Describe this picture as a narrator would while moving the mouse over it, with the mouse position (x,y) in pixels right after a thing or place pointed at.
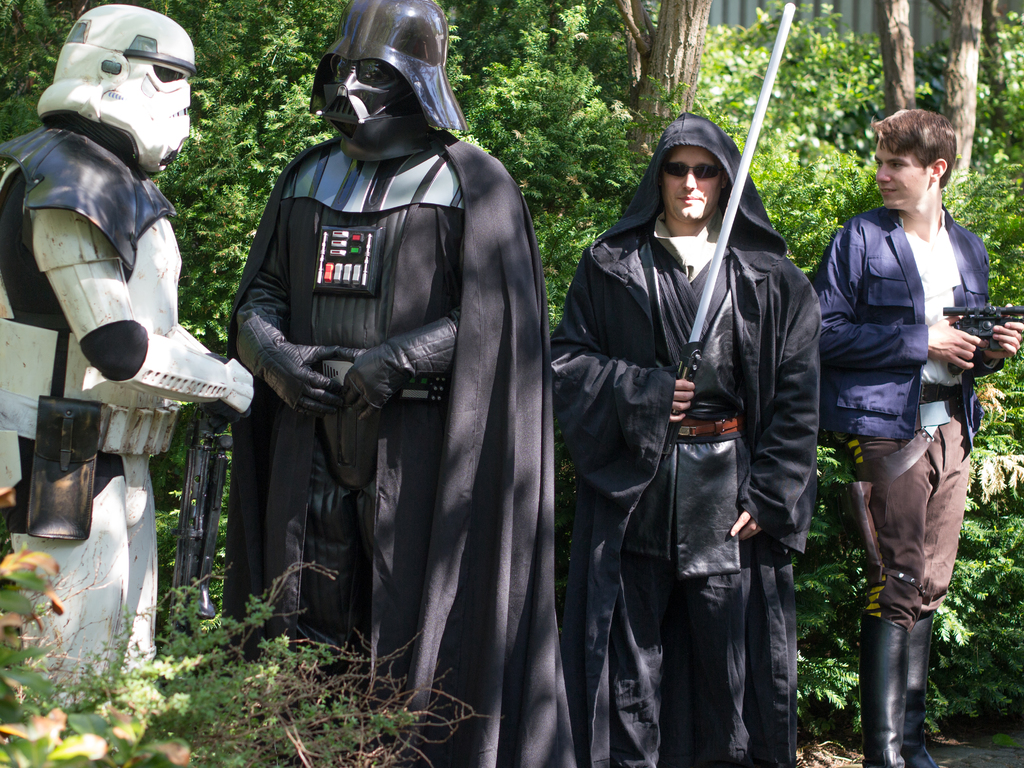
There are two persons (823,388) standing on the right side of this image (733,501). It seems like two persons (314,350) wearing costumes (314,412) on the left side of this image (262,420). We can see trees (668,77) in the background (544,77).
